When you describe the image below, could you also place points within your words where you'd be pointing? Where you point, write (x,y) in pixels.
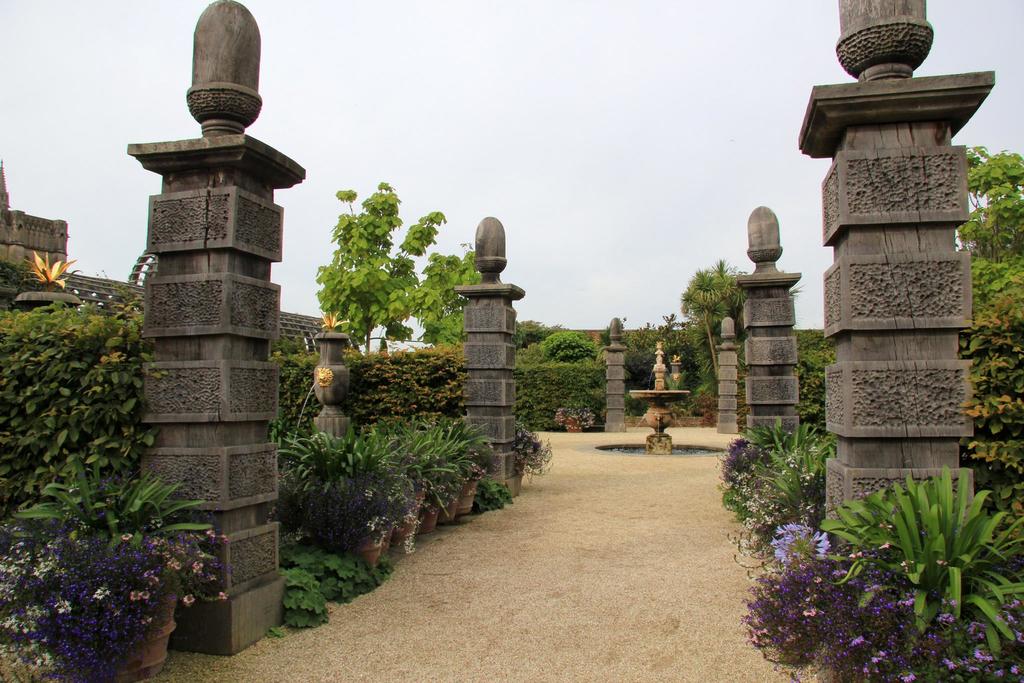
In the picture there are many pillars (494,289) present, there are many trees (430,333), there are plants (856,621), there is a fountain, there is a cloudy sky (112,9).
